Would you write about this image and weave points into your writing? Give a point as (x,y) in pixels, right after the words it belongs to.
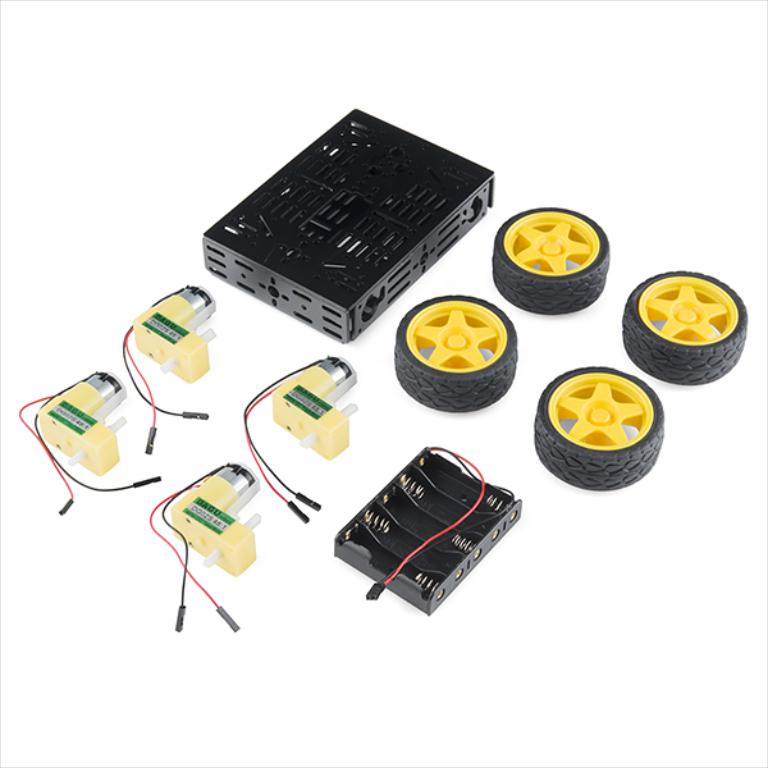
In this image there are four motors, multi chassis (350,238) and four wheels (489,319).
